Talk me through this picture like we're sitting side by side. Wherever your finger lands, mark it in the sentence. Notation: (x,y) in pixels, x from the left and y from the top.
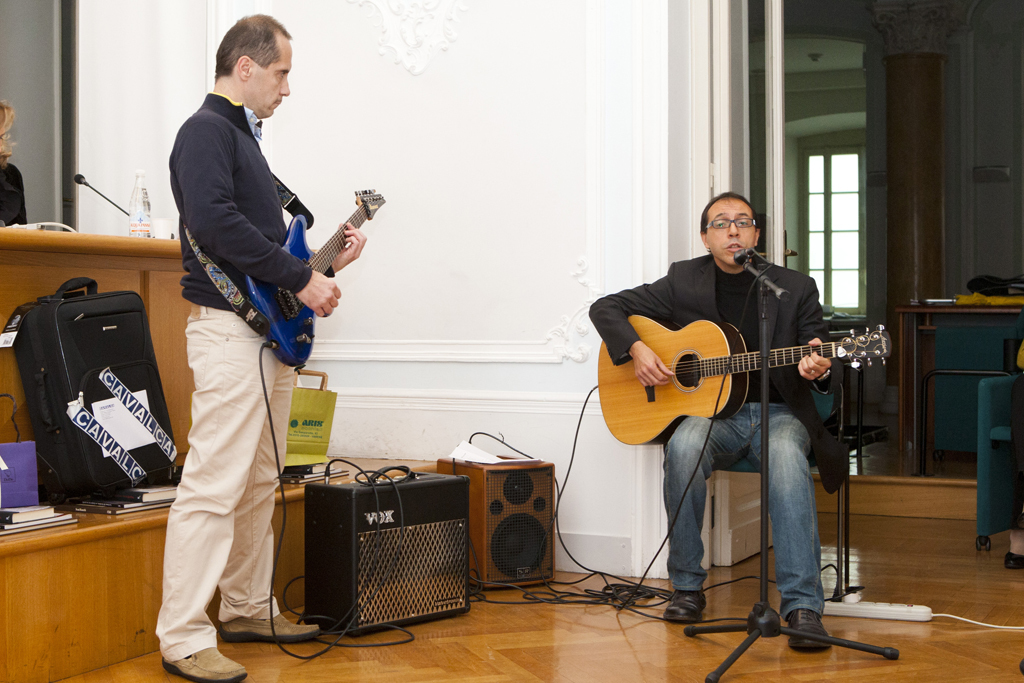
This picture is of inside the room (752,550). On the right (737,282) there is a man (780,387) sitting on the chair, playing guitar (723,362) and singing. There is a microphone (746,256) attached to the stand (765,383). In the center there is a speaker (494,510) and some instrument (408,551). On the left (258,54) there is a man (229,198) standing and playing guitar (372,205). There is a bag (79,378) and some books (151,493) placed in front of the table (161,276). On the left corner (36,251) there is a table (150,249) on the top of which a microphone (98,193) and a bottle (144,222) is placed. In the background (76,220) we can see a person (4,197), a wall (569,86), window (828,244), pillar (890,183) and a table (932,308) on the top of which some items (998,297) are placed.
